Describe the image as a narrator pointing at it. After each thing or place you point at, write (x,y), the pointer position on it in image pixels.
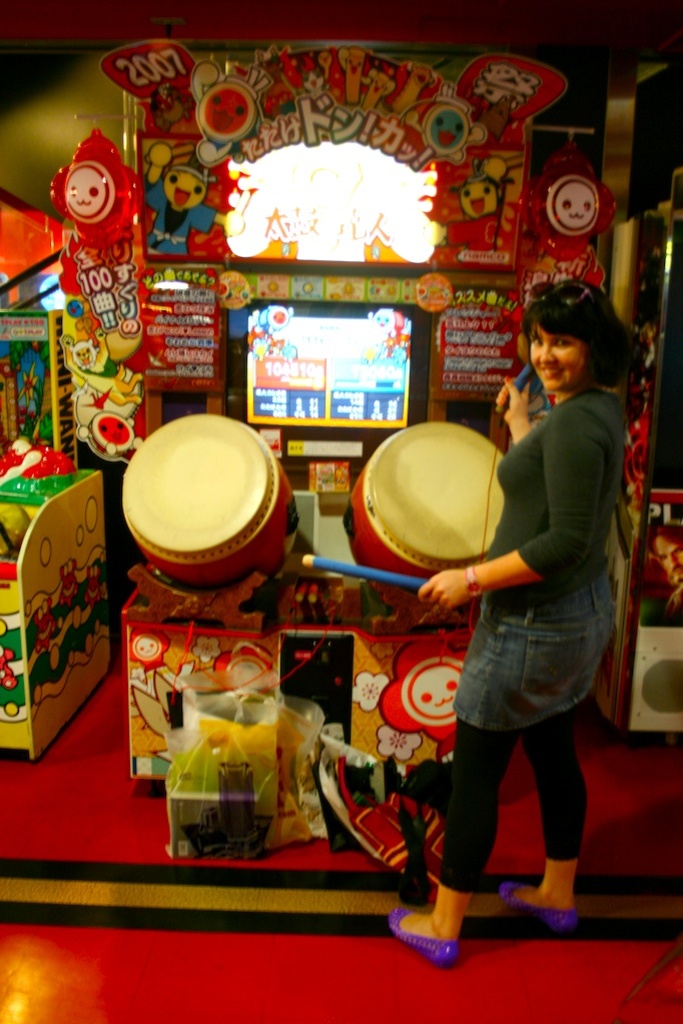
In this image we can see a woman (590,603) wearing a dress (557,671) and holding sticks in hand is standing on the ground (492,964). In the background (356,687), we can see two drums (468,472) and a screen (318,374) and two arcade machines (646,711) placed on the ground (259,888).
